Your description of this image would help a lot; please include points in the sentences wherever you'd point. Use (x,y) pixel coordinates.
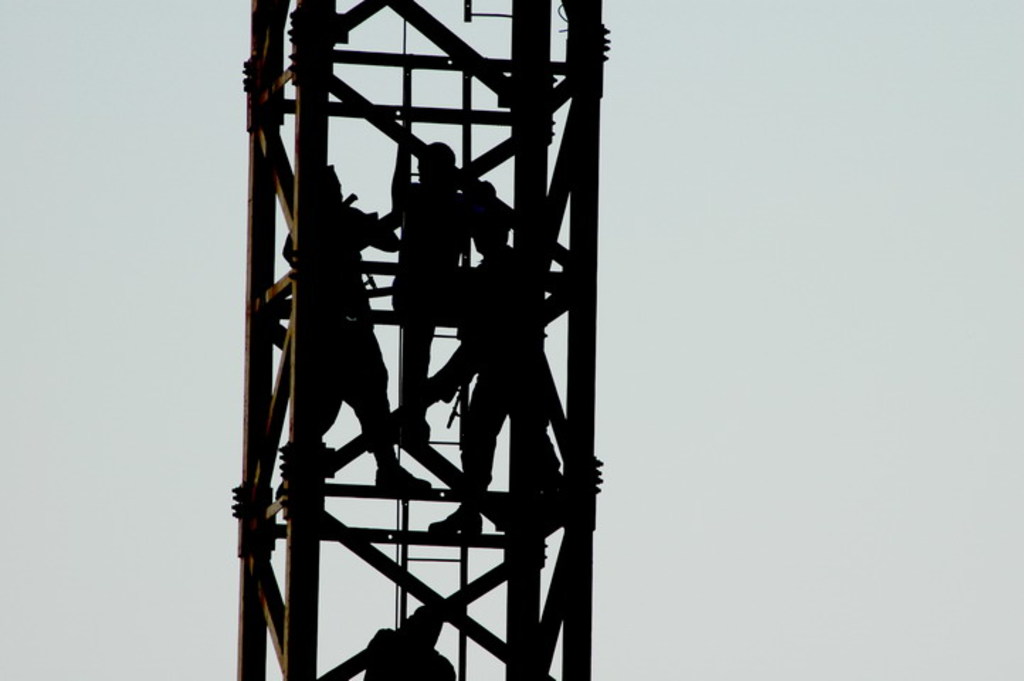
In this image, we can see people (514,319) climbing a tower (564,191).
